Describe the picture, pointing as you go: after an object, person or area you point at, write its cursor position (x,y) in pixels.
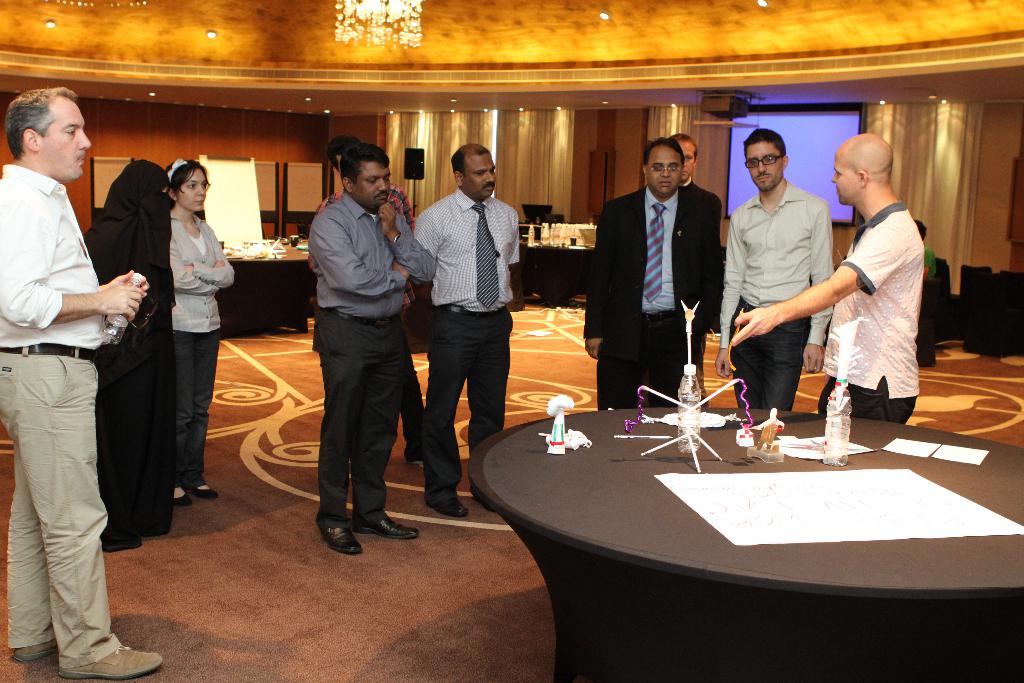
In this picture we can see a group of people (109,247) where they are standing and listening to the person (842,179) here is talking and in front of them there is table (800,546) and on table (582,462) we can see chart (822,478), bottle (832,450), paper (935,447), pencils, toys (767,432) and in background (321,120) we can see wall (90,111), screen (790,162), curtains (950,139), board (256,182), light (365,17).
